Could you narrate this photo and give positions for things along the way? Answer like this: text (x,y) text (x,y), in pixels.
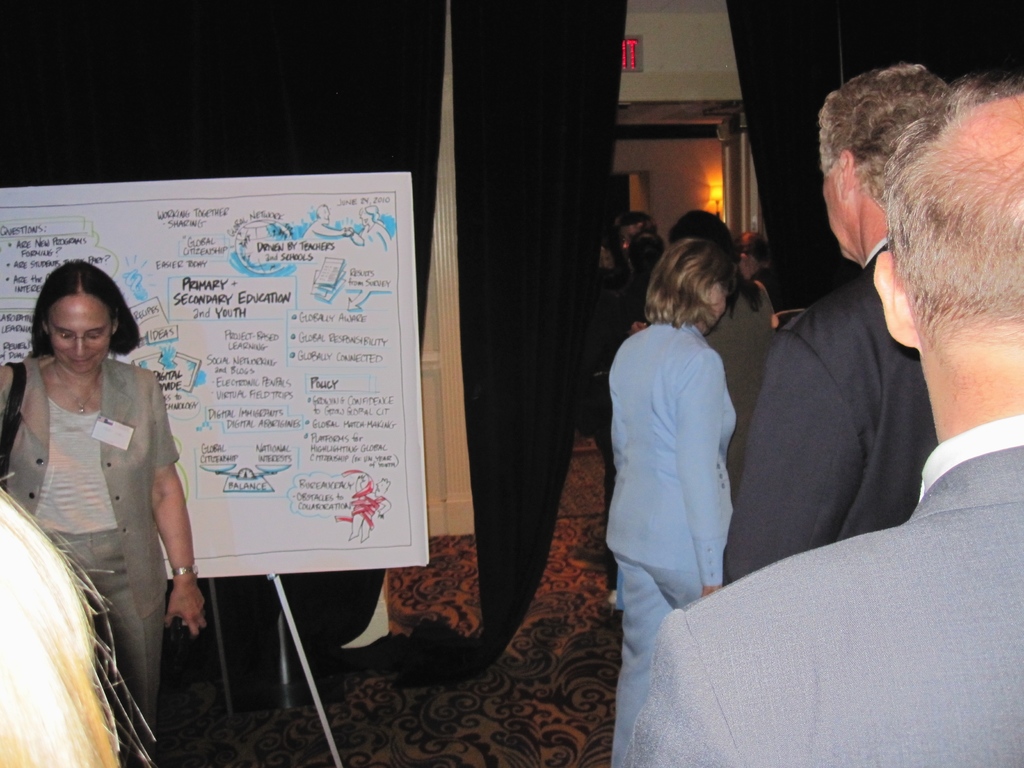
In this image I can see a group of people (616,572) are standing on the floor (428,577), board (213,539), stand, curtains (509,388), wall (647,15), door (668,111) and lights (638,56). This image is taken may be in a hall (659,465).
